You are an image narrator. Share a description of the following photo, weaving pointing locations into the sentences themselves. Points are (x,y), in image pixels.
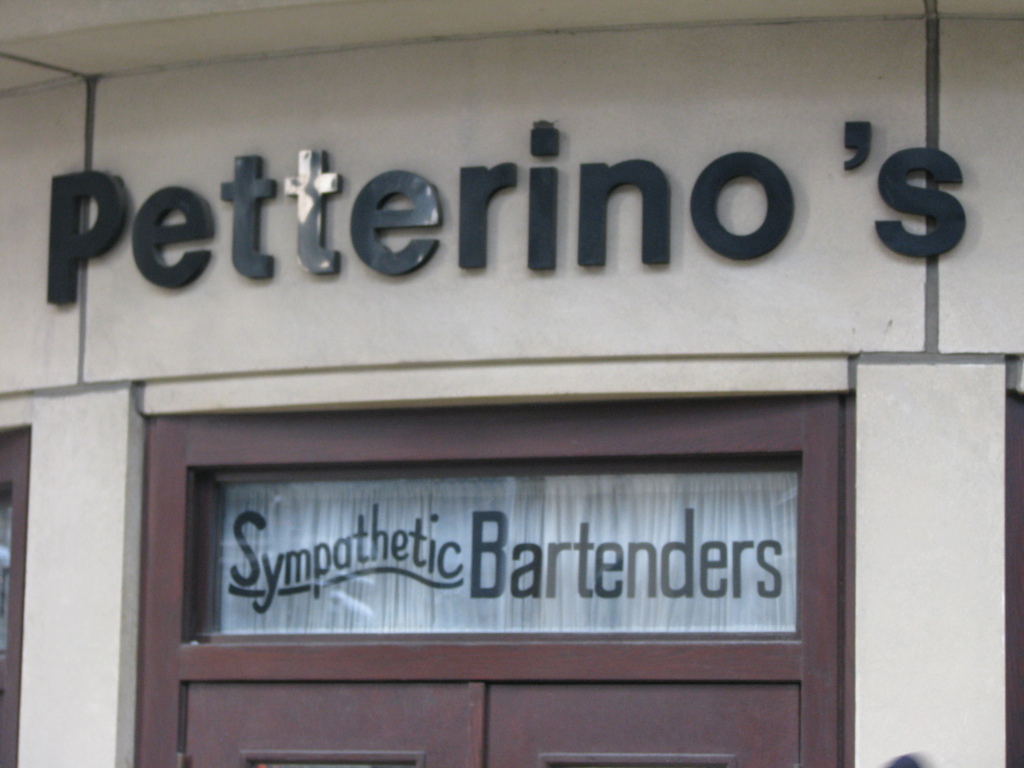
In this image we can see the sign board (942,205) to the wall (473,361). Here we can see the wooden door (789,724) and here we can see the glass (779,574) on which we can see some text (251,546).
